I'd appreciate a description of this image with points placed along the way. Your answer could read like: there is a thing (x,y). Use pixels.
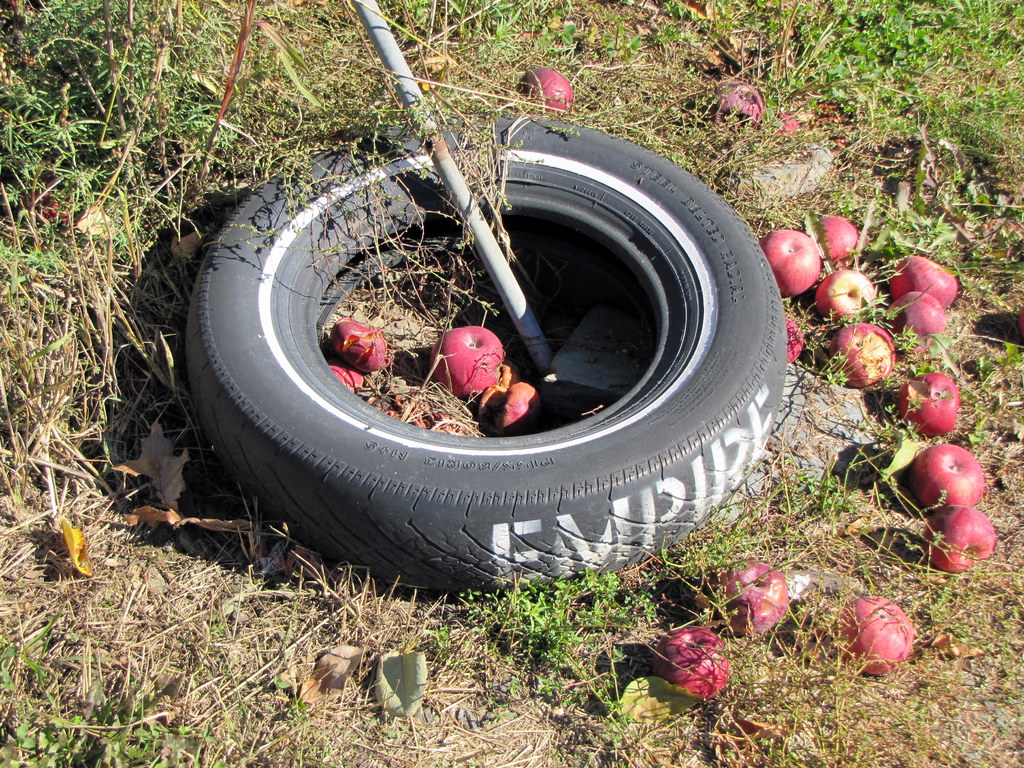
Here in this picture we can see a Tyre (574,162) present in a ground (409,313), which is fully covered with grass (25,498) over there and in the middle of it we can see a pole (520,330) present and we can see apples (477,354) present in the middle of it and beside it all over there.
